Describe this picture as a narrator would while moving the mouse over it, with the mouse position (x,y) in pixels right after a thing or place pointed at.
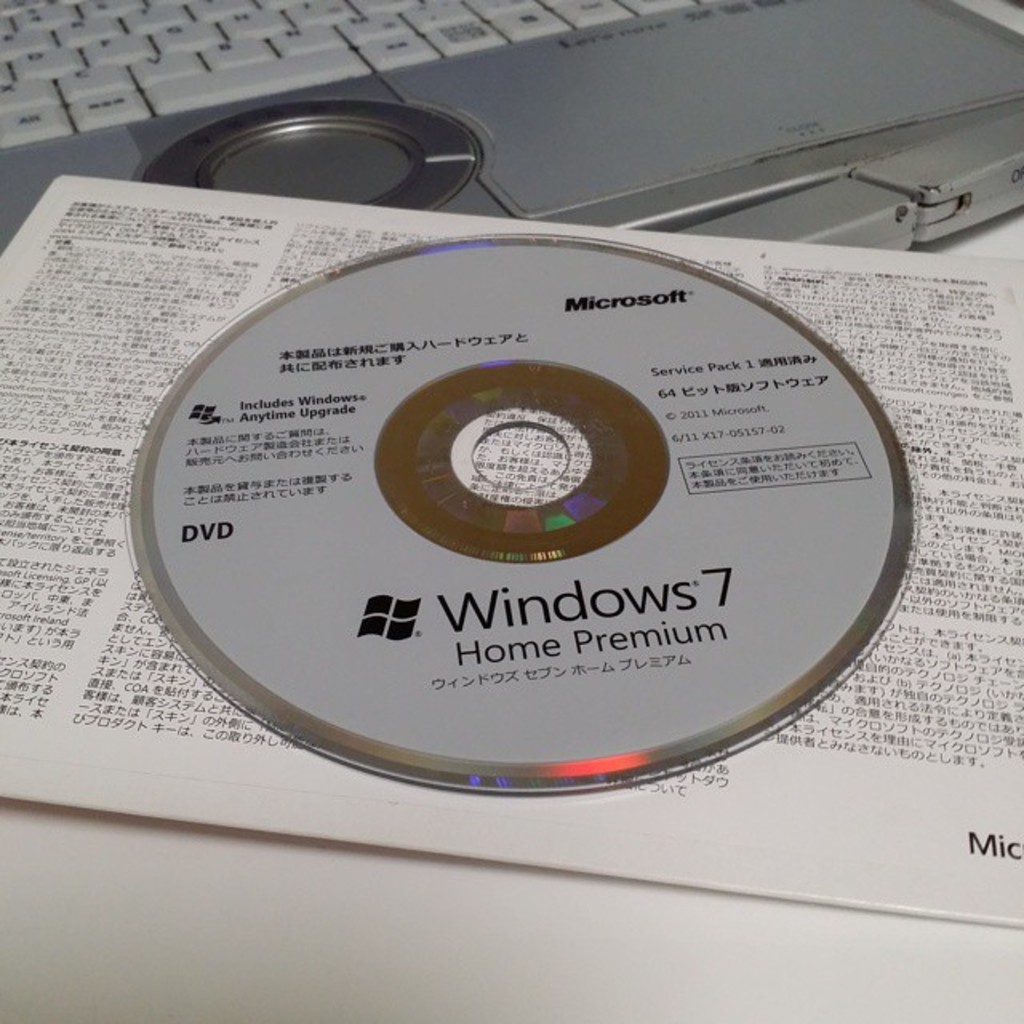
In this image I can see a CD (795,692), card (287,210) and laptop keyboard (663,135) are on the white table (510,924). Something is written on the CD (644,771) and card (957,762).
